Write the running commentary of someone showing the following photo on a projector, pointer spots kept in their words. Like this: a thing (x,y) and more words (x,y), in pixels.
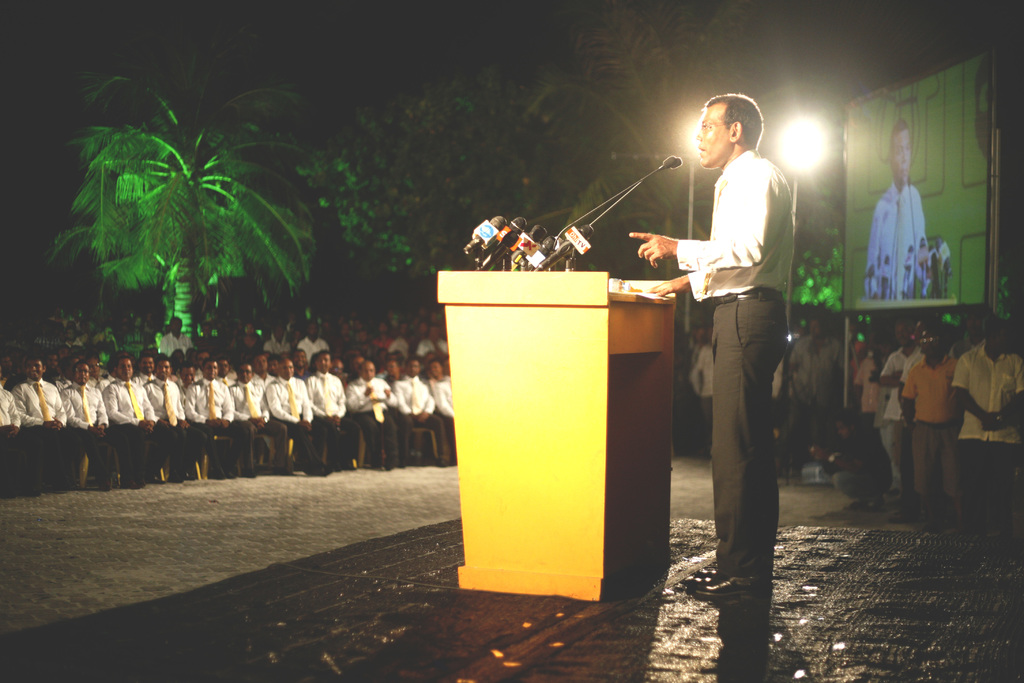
This is an image clicked in the dark. On the right side (715,382) there is a man (746,322) standing in front of the podium (532,373) facing towards the left side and speaking on the microphone (523,231). On the left side (196,377), I can see many people (194,392) are sitting on the chairs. On the right side (869,413) many people (876,419) are standing and everyone is looking at this man (735,359). At the back of these people (831,348) there is a screen (881,232) on which I can see this person (895,152). Beside there are few light poles (795,172). In the background (411,198) there are many trees (410,158) in the dark.
